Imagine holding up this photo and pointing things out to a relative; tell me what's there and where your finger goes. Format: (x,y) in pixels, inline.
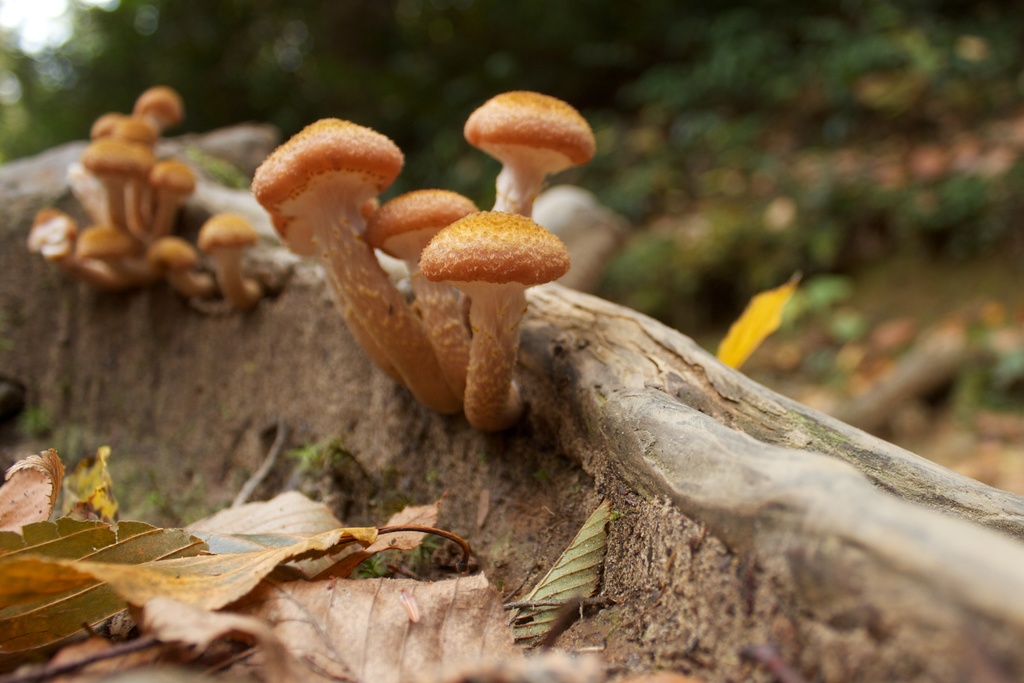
As we can see in the image in the front (366,526) there are leaves (265,522) and mushrooms (317,203). In the background (424,55) there are trees (531,9) and the background (277,44) is little blurred.
